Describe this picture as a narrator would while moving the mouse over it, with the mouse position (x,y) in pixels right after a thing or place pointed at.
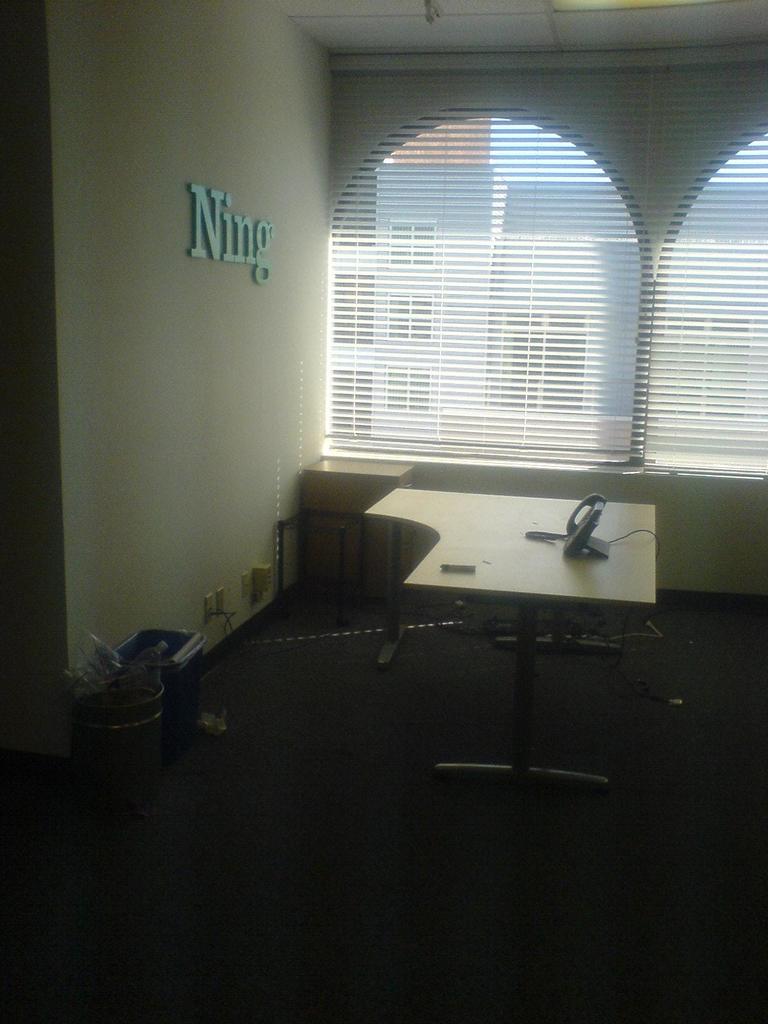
This picture is clicked inside the room (367,667). In this picture, we see a table (515,525) on which landline mobile (593,518) is placed. Beside that, we see a wooden box (357,490) and a window blind (485,277) from which we can see the buildings (471,313). On the left side (236,514), we see a wall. Beside wall (162,410), we see some things (170,722) in black color. Those look like baskets (182,718). At the bottom of the picture (172,792), it is black in color.
